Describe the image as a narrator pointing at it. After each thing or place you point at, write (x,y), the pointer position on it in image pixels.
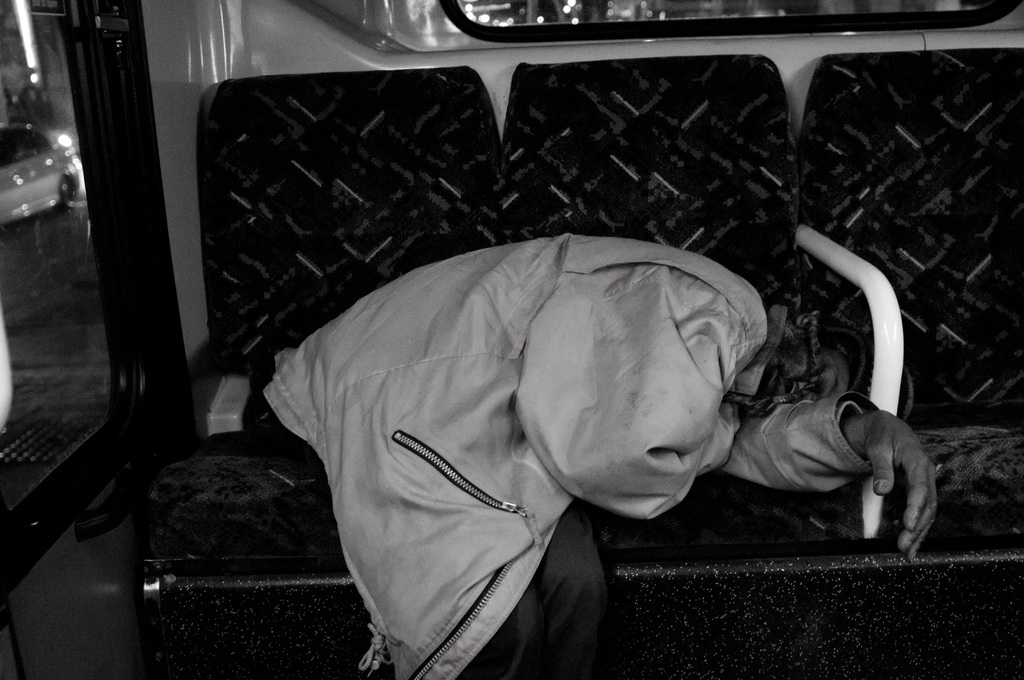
This picture might be taken inside the vehicle (944,434). In this image, in the middle (522,382), we can see a person (816,353) sleeping on chairs (779,540). On the left side (4,159) there is a glass window (31,414), outside of the glass window (94,373), we can see a car (47,181).
